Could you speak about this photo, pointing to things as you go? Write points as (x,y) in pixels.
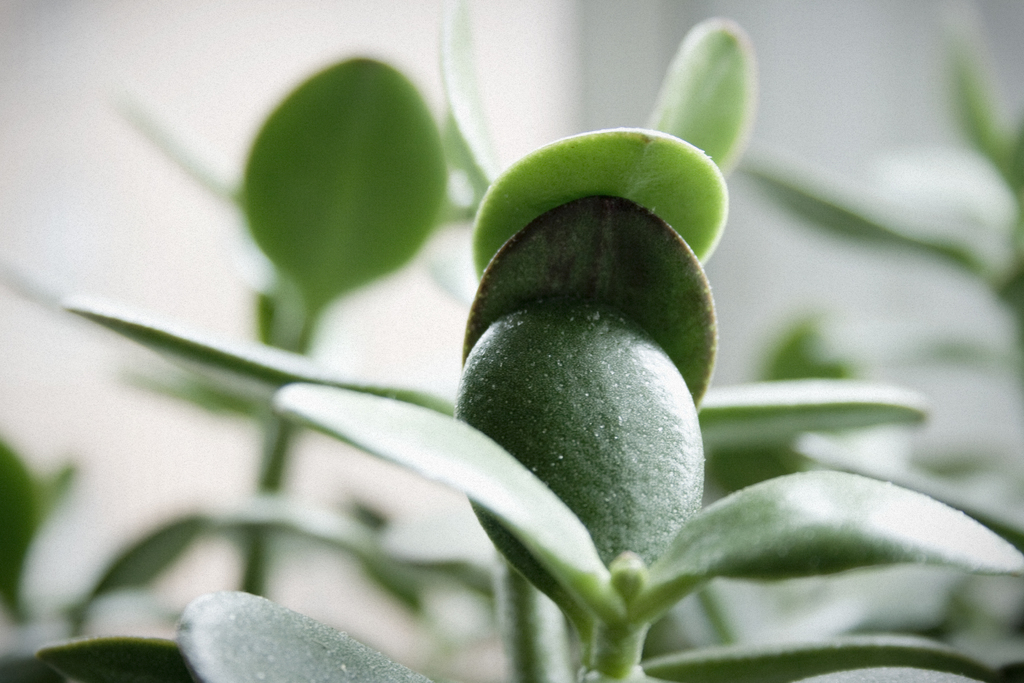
In the image we can see green leaves (639,382) and the background (825,349) is blurred.
